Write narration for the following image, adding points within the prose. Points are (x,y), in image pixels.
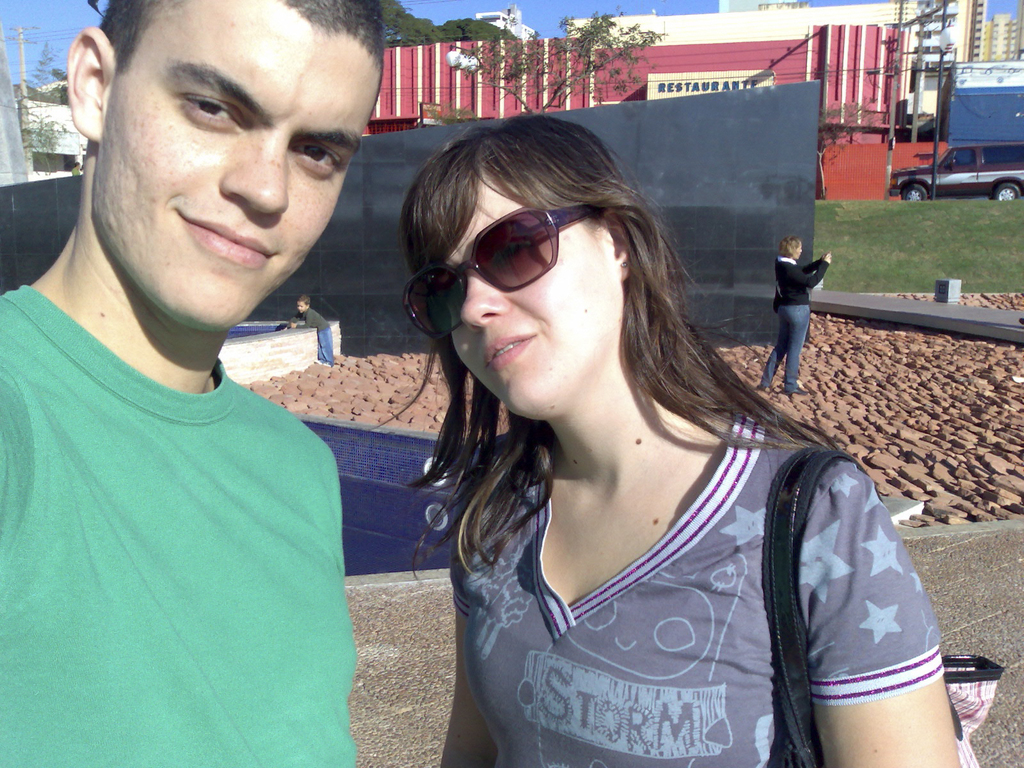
In the center of the image (656,264) there are two persons (284,232) standing. In the background of the image (929,45) there is a building (584,67). At the bottom of the image (967,563) there is pavement (973,579). There is road (953,582).
